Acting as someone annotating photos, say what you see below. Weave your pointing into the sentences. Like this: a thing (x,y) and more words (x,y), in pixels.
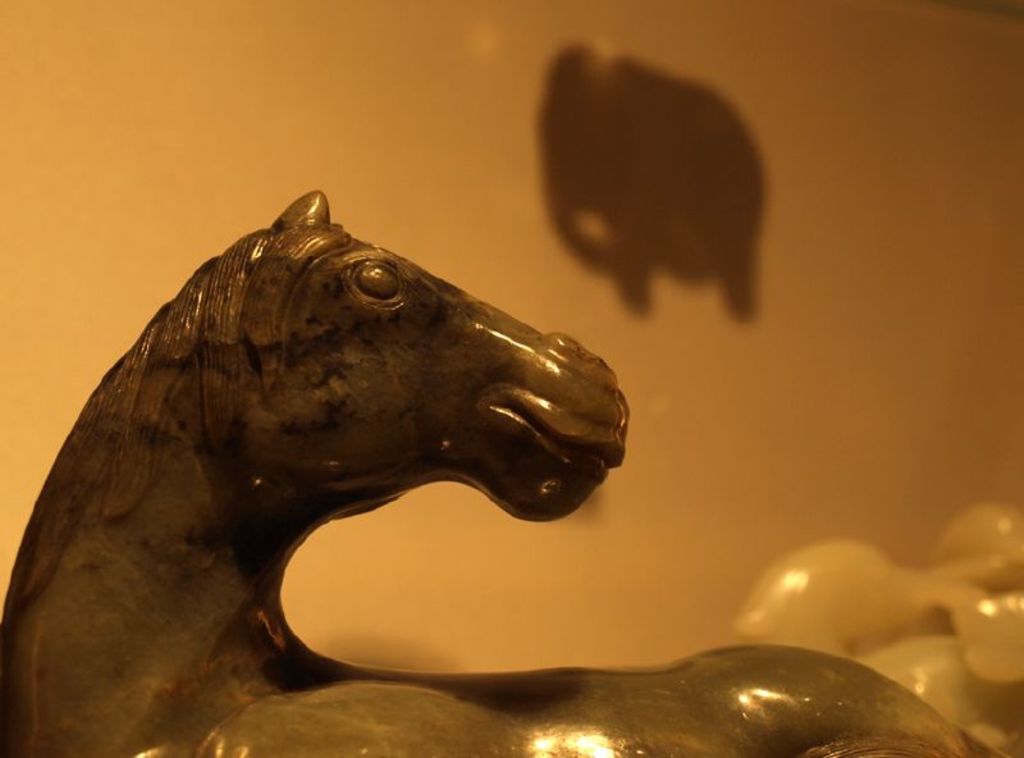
In this picture we can see a horse toy (354,510), in the background (652,239) we can find wall (883,394).
